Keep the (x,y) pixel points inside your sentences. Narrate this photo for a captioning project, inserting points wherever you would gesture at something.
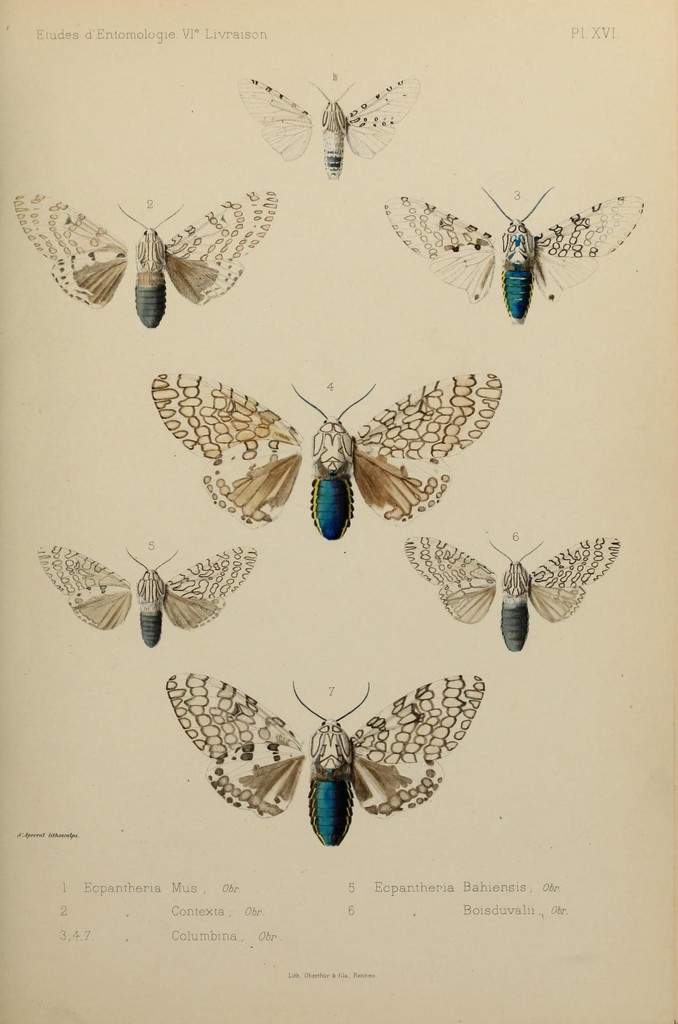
Here, we can see a photo (637,778), there are some butterflies (29,232) in that photo (170,106).
